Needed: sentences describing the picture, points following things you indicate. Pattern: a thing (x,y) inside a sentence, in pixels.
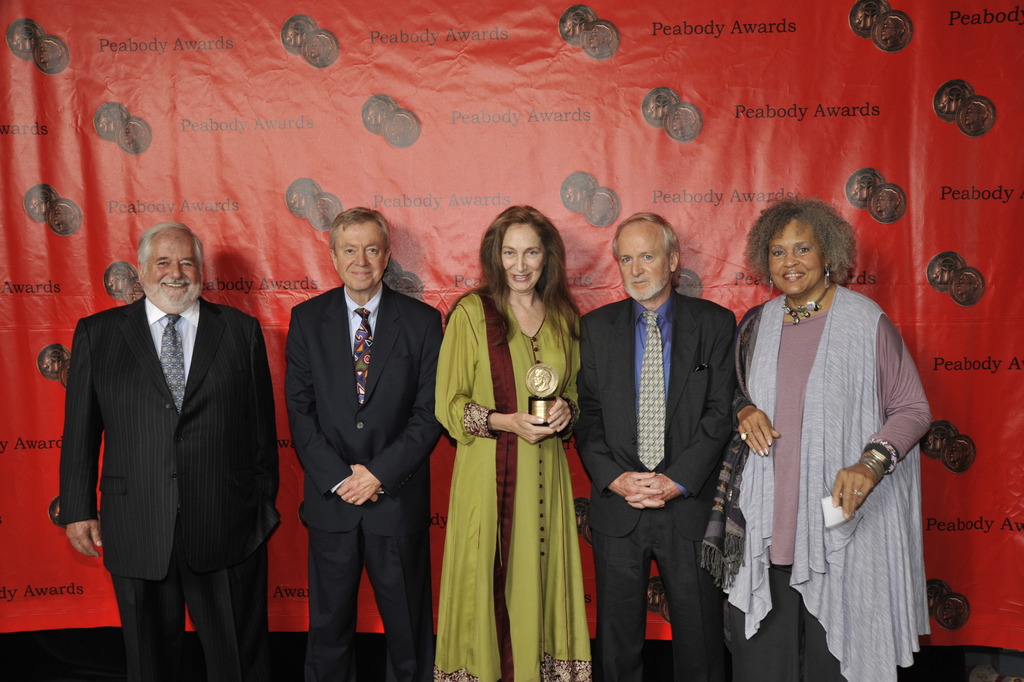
In this image, we can see there are three men (169,239) in suits (127,344) and two women (741,327) in different color dresses (562,369), smiling and standing. One of them is holding a memento (551,379). In the background (582,29), there is an orange color banner (280,137).
